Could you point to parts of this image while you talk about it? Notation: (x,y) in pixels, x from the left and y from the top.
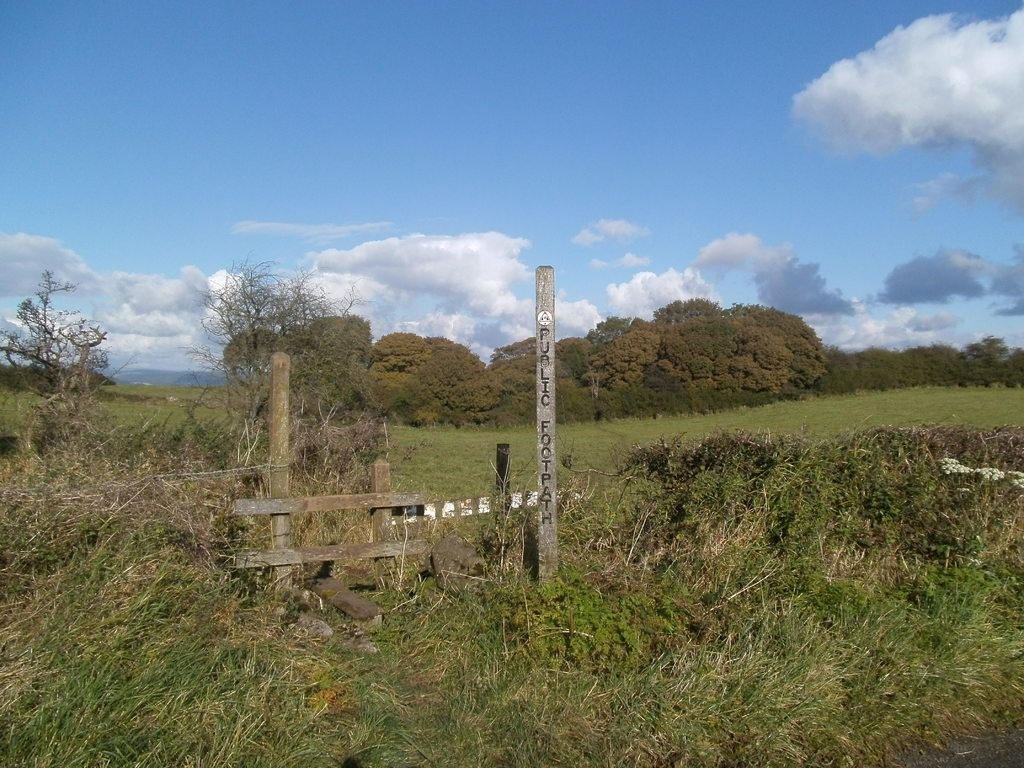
In this image we can see a pole (546,417) with black color text (548,474). Image also consists of grass (679,660) and also many trees (730,378). At the top (479,131) there is sky (565,119) with some clouds (917,104).
